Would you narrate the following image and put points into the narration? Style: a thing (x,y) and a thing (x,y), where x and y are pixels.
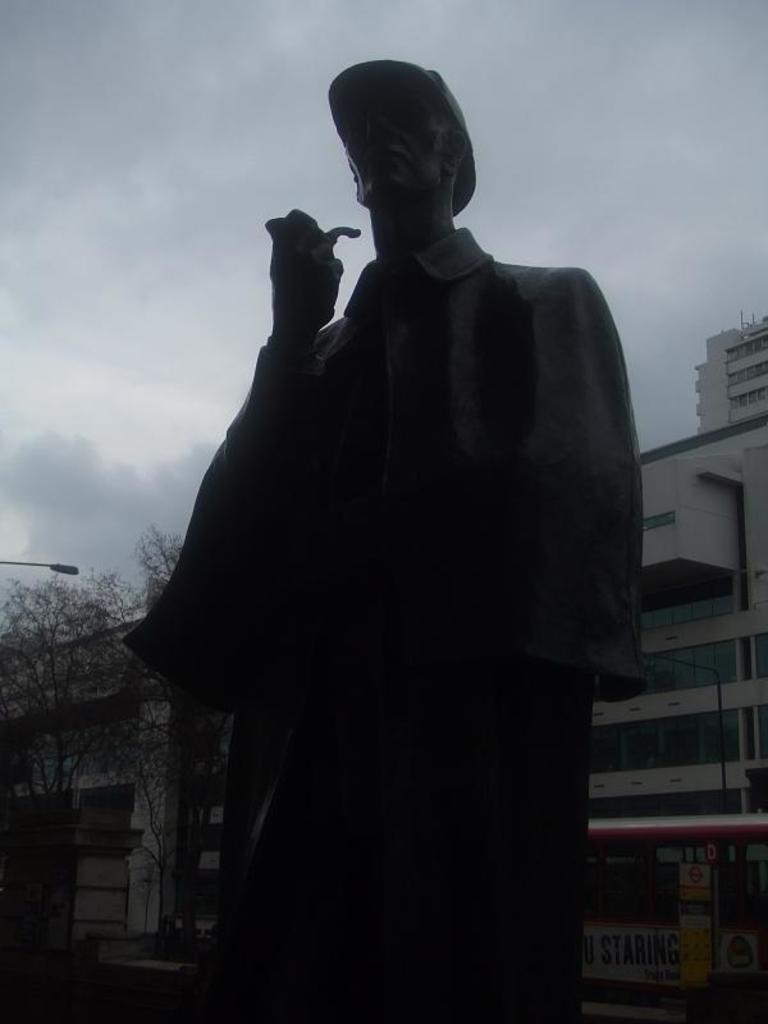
This picture is clicked outside. In the foreground (492,365) there is a sculpture of a person (421,568). In the background (125,229) there is a sky (83,124), buildings (732,733), trees (107,673) and a street light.
